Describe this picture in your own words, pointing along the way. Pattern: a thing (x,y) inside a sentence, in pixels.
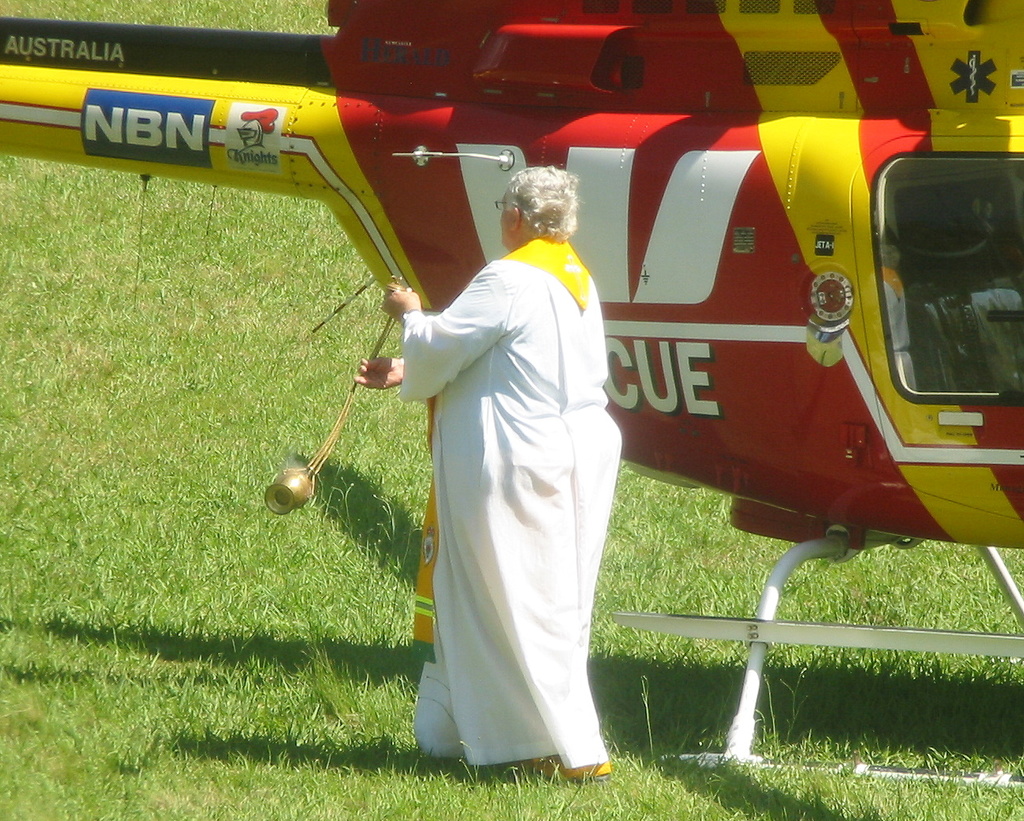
This image consists of a person (510,526) wearing a white dress (556,629) is walking and holding an object (291,495). At the bottom (21,761), there is green grass (656,697). In the front (795,186), we can see a helicopter (862,458) in red and yellow color.
